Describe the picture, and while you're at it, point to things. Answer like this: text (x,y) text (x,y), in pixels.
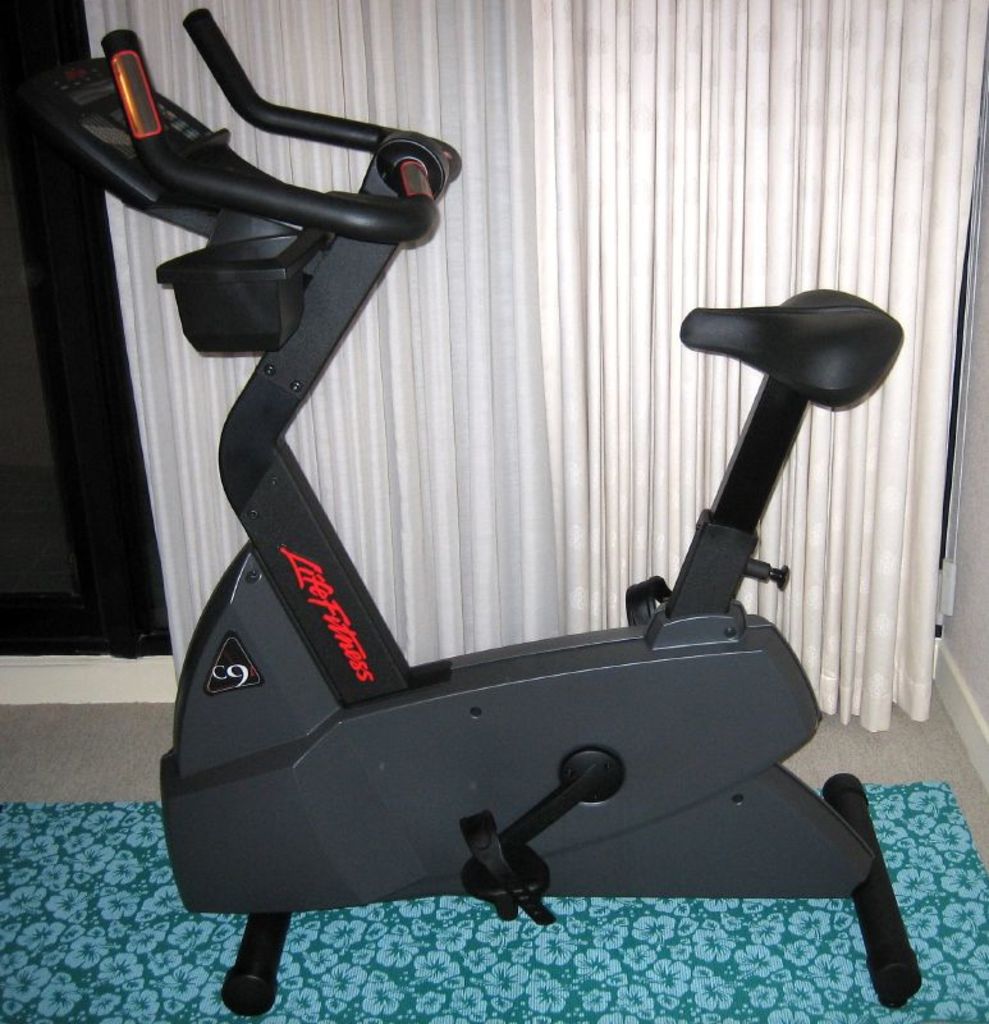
In the image we can see there is a bicycle exercise machine (385,743) kept on the floor (414,942) and behind there are white curtains (495,366).
